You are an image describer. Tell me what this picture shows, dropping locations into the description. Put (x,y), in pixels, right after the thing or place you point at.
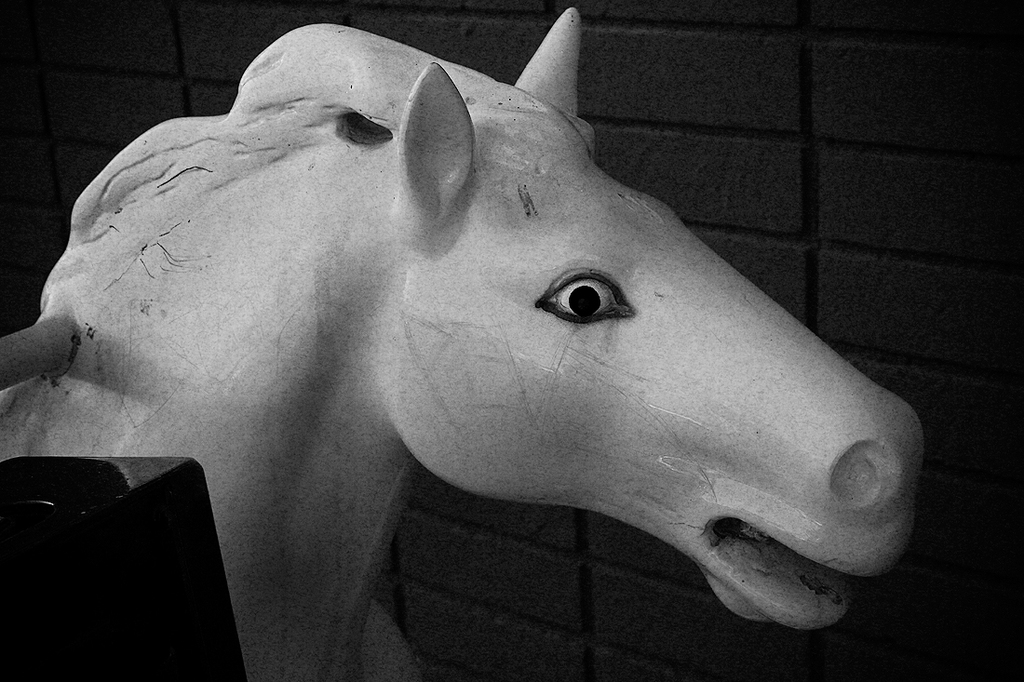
In this picture there is a statue (787,417) of an animal (492,149). In the foreground (4,670) there is an object (15,636). At the back (185,73) it looks like a wall (824,294).
